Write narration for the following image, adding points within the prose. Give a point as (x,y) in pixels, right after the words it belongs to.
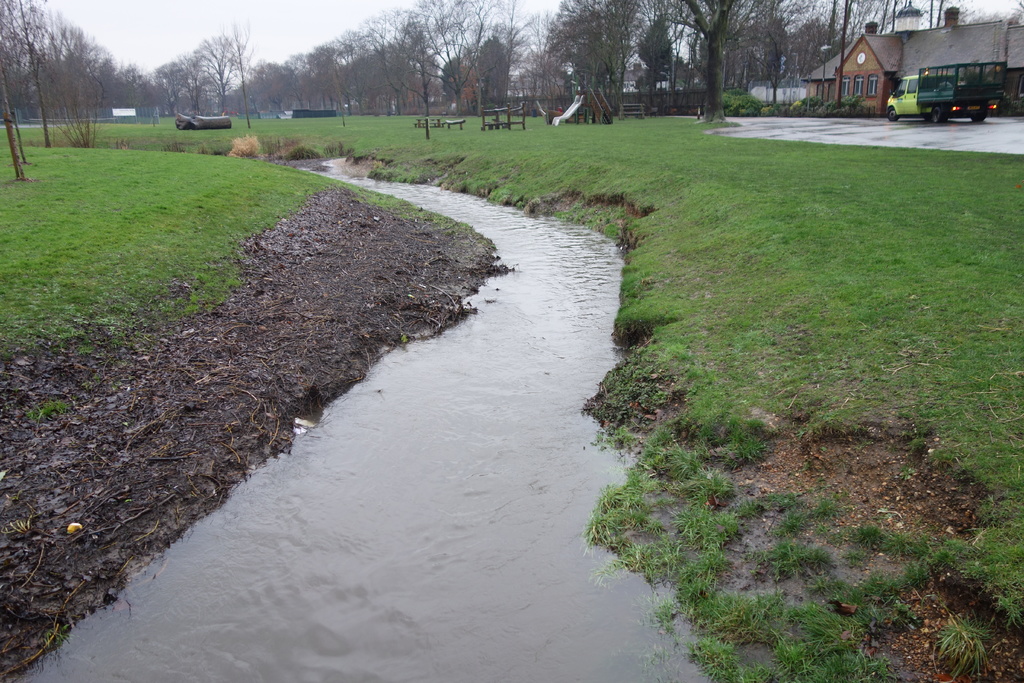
In this picture we can see water (544,229) and grass path (429,140). On the right side of the water (495,203), there are benches (495,110), a vehicle (899,105) parked on the path (878,122) and a house (871,86). On the left side of the house (832,74) there are trees (473,67) and a sky (157,33).
